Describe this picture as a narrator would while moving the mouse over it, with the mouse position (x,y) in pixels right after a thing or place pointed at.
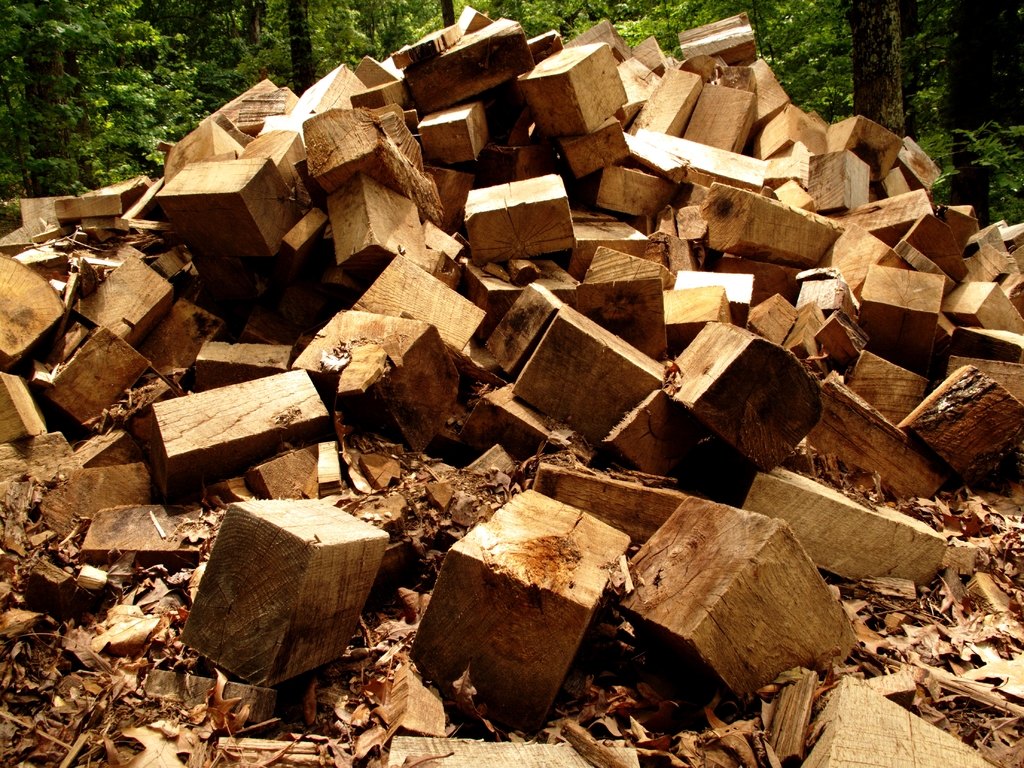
In the foreground of the picture (341,245) we can see wooden logs (340,250). In the background (110,104) there are trees (932,87).
